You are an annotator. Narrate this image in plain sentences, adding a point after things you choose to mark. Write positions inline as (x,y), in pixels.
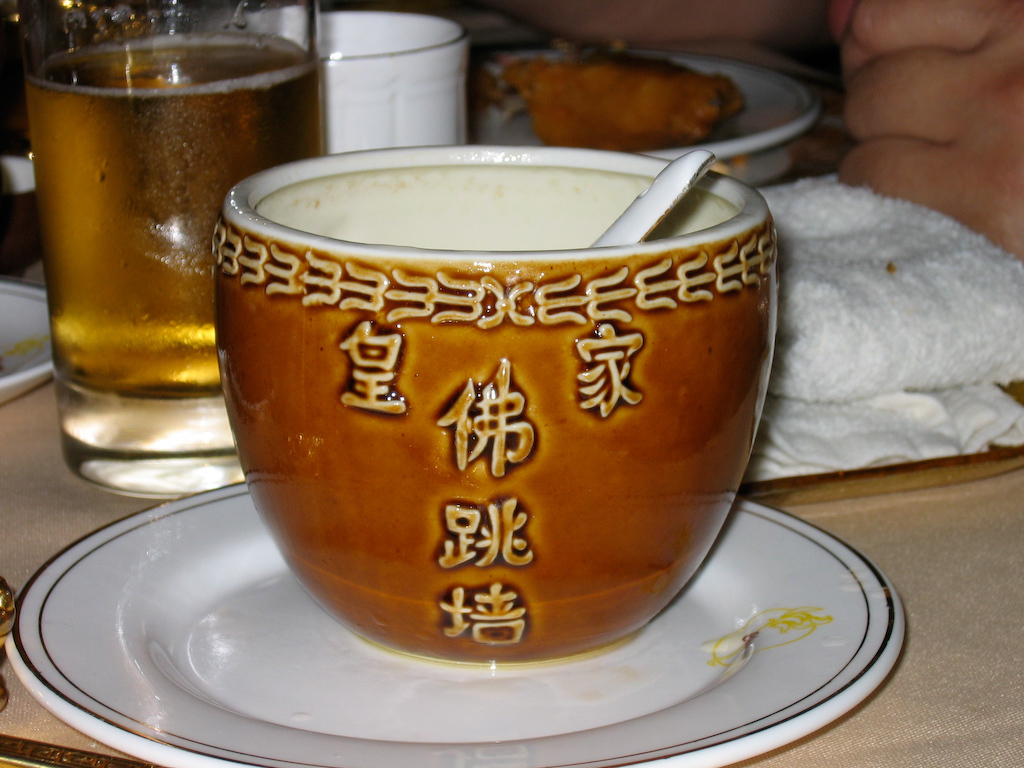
There is food (596,58) on the plate (766,76). There are plates (769,106) and cups (620,489) and saucers (209,503) and there is a glass (148,441) and cloth (838,336) on the table (973,618) and there is a person (660,4) on the right side of the image (918,13) and there is a text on the cup (487,462).
